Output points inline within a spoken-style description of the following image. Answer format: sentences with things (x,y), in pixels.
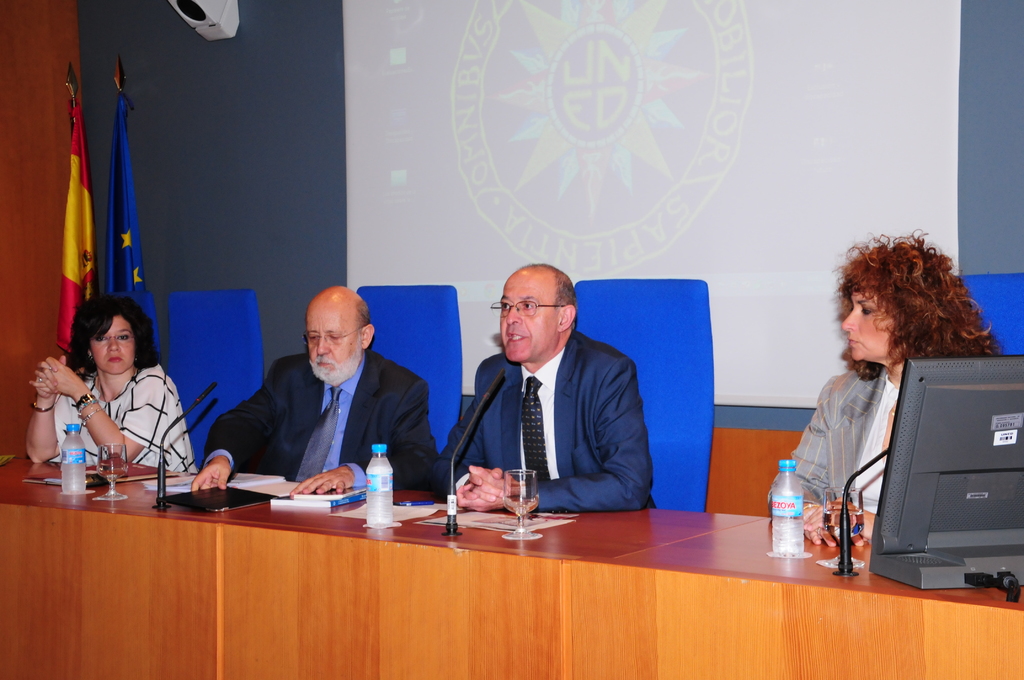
In this picture we can see four persons (498,306) the person (583,356) in the middle (505,415) is talking and at right side (914,332) the woman (889,407) is listening to him, on left side (323,414) man (286,377) is listening and also woman (132,413) is listening to the person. In front of them there is table (282,594) on table (822,552) we can see monitor (923,433), bottle (789,522), glass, books (304,504) and at the background (460,81) we can see a screen (625,98) and flags (119,170) with a pole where left side (52,406) woman (77,362) is wearing a beautiful watch (85,397) and this middle person (520,312) is talking through the mic (496,387).
